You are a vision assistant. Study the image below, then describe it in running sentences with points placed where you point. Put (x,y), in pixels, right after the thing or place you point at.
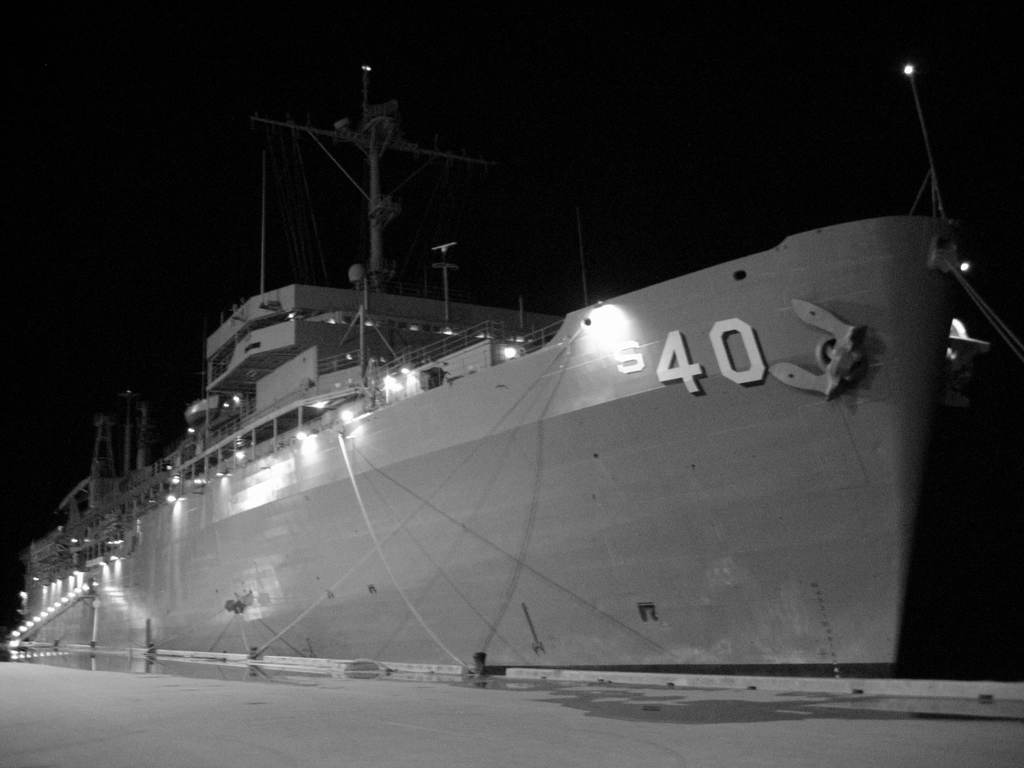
It is the black and white image in which we can see that there is a ship (437,520) in the middle (613,501). At the bottom (300,733) there is road (112,685). In the ship (329,396) there is a building (282,387) with lights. There is a number (718,350) on the ship (706,405).
